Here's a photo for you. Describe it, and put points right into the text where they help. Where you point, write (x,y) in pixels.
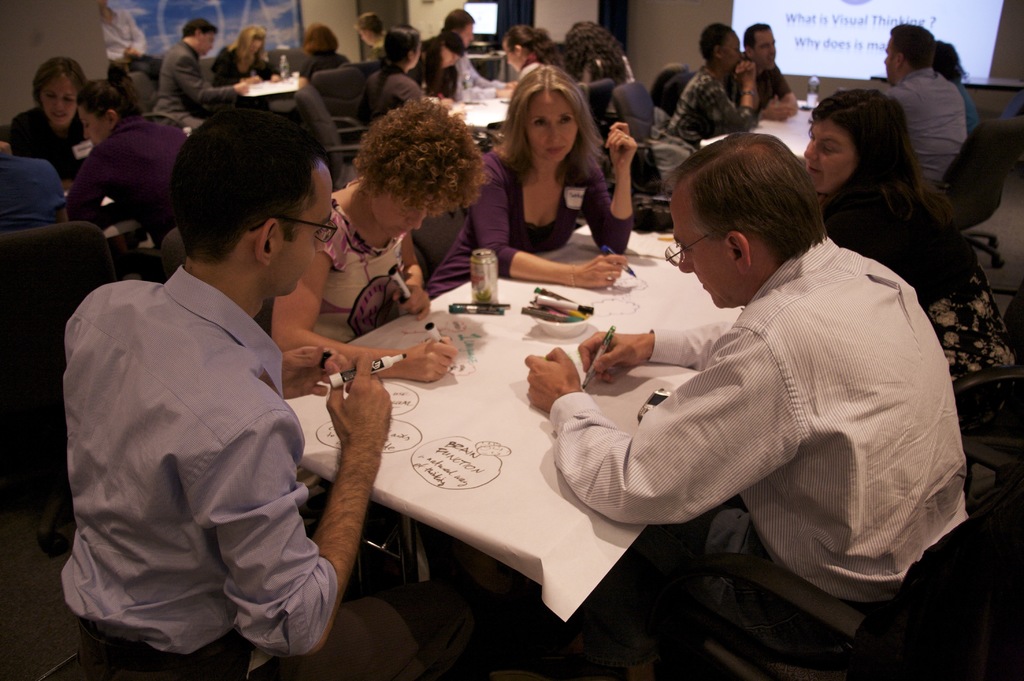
In the image we can see there are people (846,502) who are sitting on chair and on the table (477,455) there is a paper (666,287) on which they are drawing with sketches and there are lot of people (92,131) sitting on the chair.
